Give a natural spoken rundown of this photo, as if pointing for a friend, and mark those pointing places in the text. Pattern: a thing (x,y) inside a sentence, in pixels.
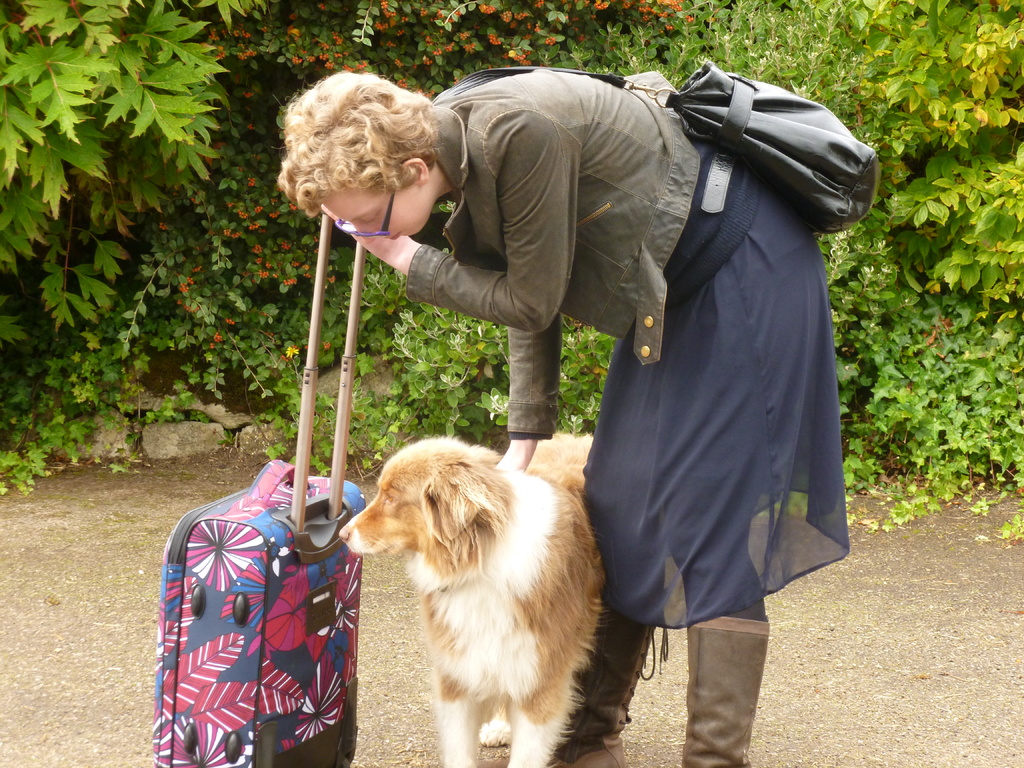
In this picture there is woman (658,282) holding a bag (839,166) on her shoulders (480,124). There is a dog (462,534) beside her. In front of them there is a luggage bag (279,562) on the road (793,714). In the background (128,164) there are some trees (46,79) and plants (332,300) here.
